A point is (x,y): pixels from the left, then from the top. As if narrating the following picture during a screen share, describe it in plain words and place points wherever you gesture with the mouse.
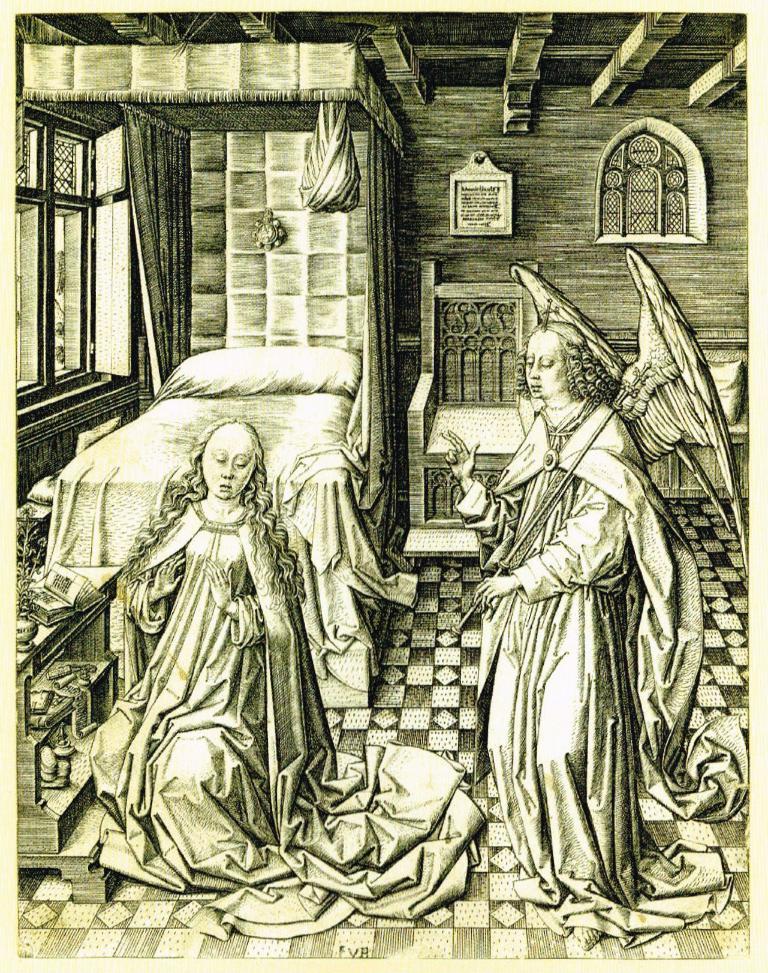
In this picture I can see a paper (437,300), there are two persons (561,468), there is a person (569,495) with wings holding a stick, there is a bed (260,344) with a blanket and a pillow (212,371), there is a frame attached to the wall (743,326) and there are some other objects (722,366) on the paper (397,737).
